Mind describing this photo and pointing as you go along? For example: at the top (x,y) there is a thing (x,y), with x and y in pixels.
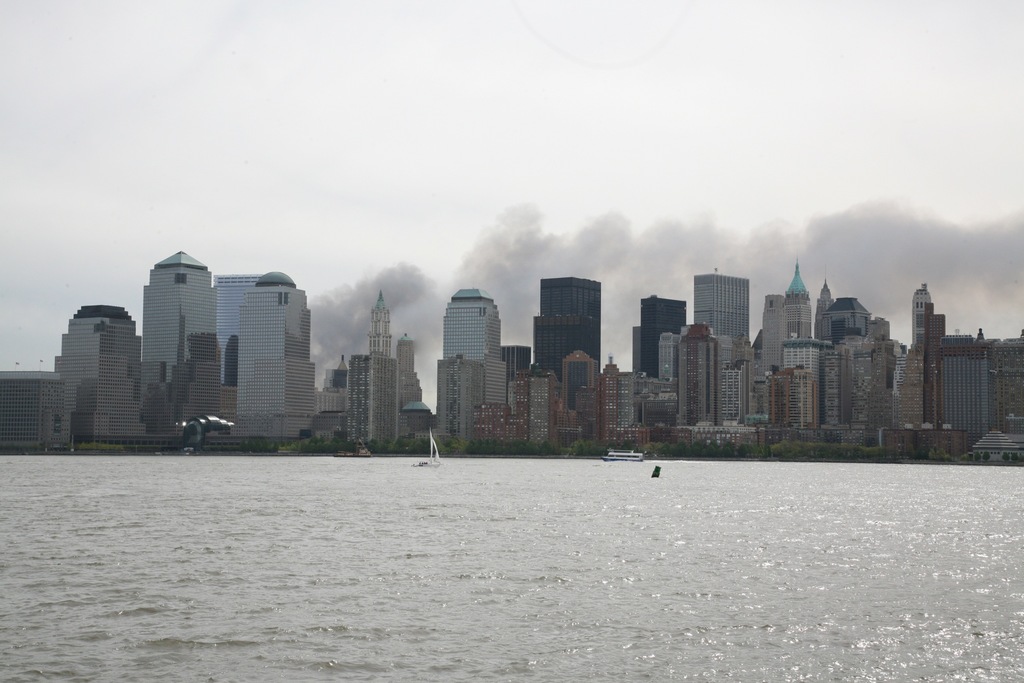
At the bottom (540,616) there is water (483,613), in the middle (621,419) there are buildings (637,424). At the top (584,142) it is the sky (581,137).
